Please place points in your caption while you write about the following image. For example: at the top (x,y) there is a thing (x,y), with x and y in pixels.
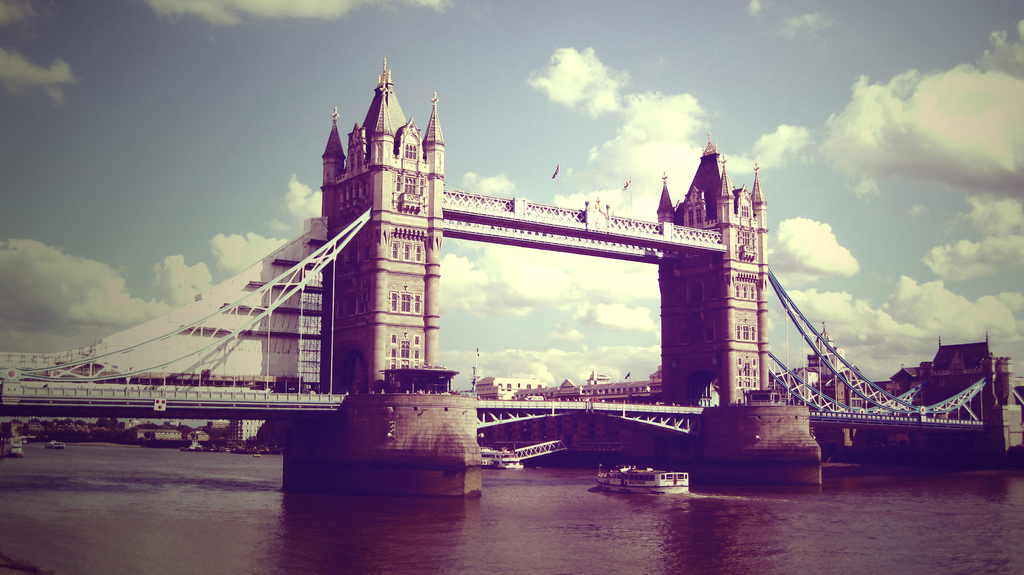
There is a huge bridge (666,404) constructed across a river (501,487) and some ships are sailing on the river (565,492) below the bridge (410,492). There are two towers (737,236) built upon the bridge (332,352) and behind the towers (672,351) there are some houses (658,380) and other buildings (1004,397).
